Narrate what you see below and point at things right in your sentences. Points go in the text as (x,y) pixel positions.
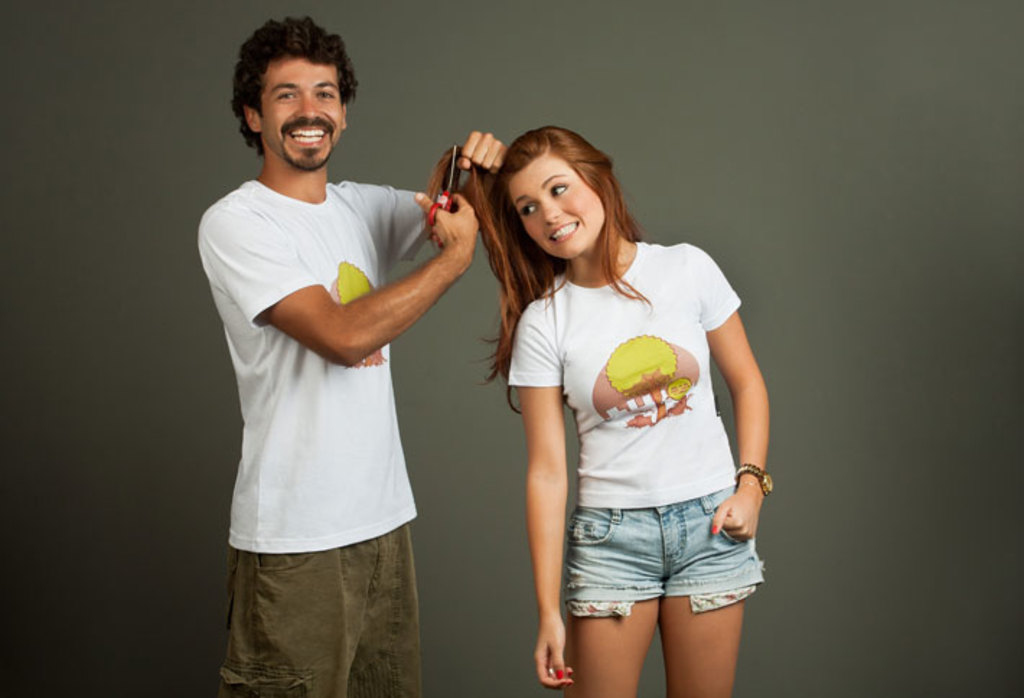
In this picture a man (389,321) and woman (579,320) standing, Man (420,305) holding hair (491,196) of the woman (441,183) with one hand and scissors (444,201) in another hand (465,212) and I can see smile (311,131) on their faces (297,163) and a grey color background (473,41) on the back (983,341).
